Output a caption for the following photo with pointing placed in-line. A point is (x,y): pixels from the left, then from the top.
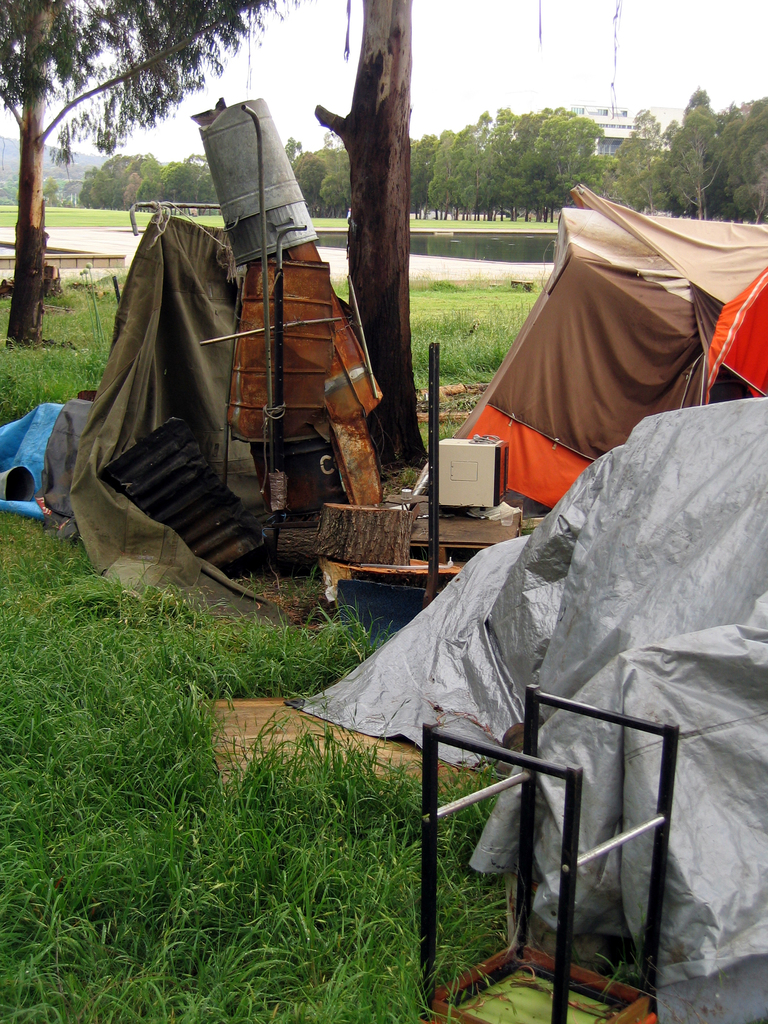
In this image we can see grass (130,597), tents (544,555), trees (540,147), buildings (610,119), hills (50,163) and sky (259,72).
